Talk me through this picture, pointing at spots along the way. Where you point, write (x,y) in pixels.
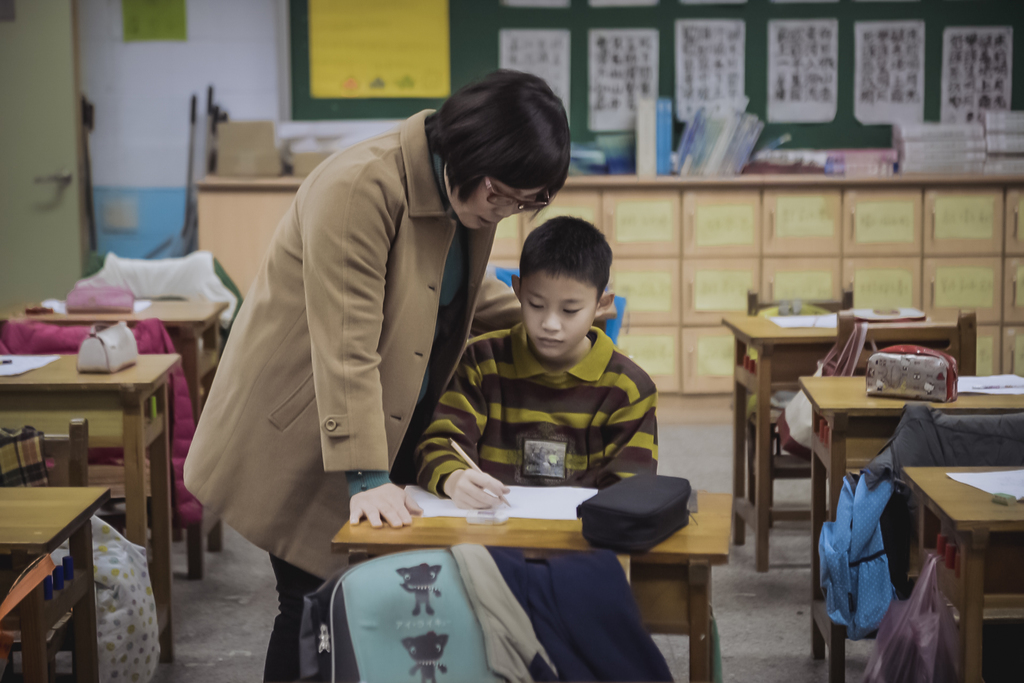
in the picture there is a woman (520,167) and a boy (503,428) sitting on a chair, woman (383,495) is standing a boy (528,470) is writing on a book (547,503) which is on the table (704,558), this is a classroom (68,512).
